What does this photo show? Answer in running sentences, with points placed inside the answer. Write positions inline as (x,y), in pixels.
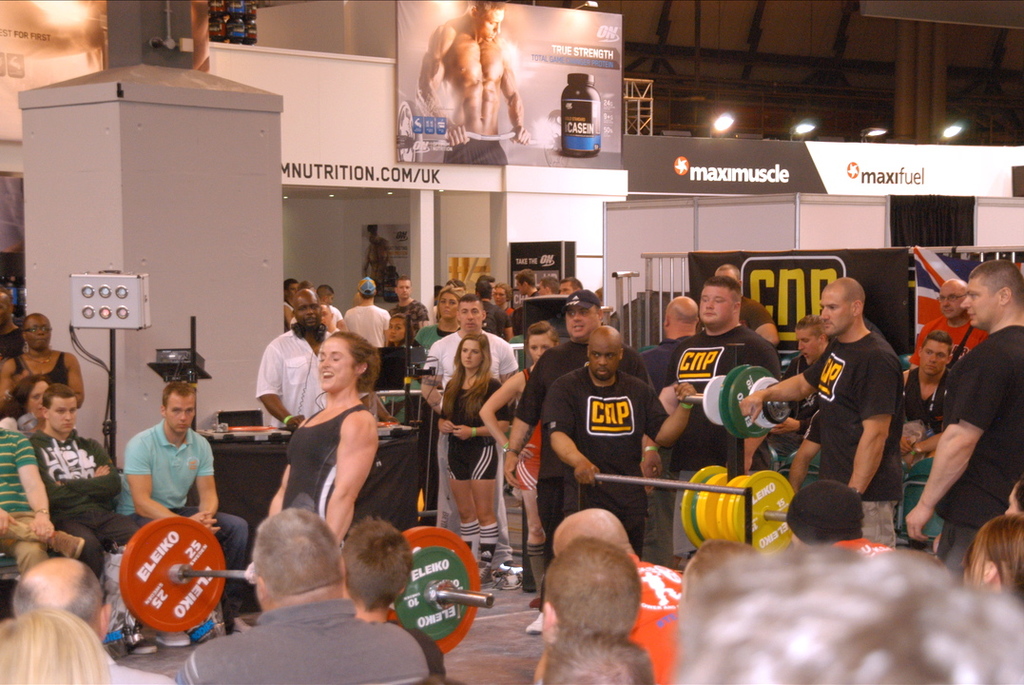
In this image there are group of people (362,392) standing, a person (330,508) holding a barbell (157,597), and in the background (1007,158) there are name boards (800,154), focus lights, lighting truss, iron grills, banners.
